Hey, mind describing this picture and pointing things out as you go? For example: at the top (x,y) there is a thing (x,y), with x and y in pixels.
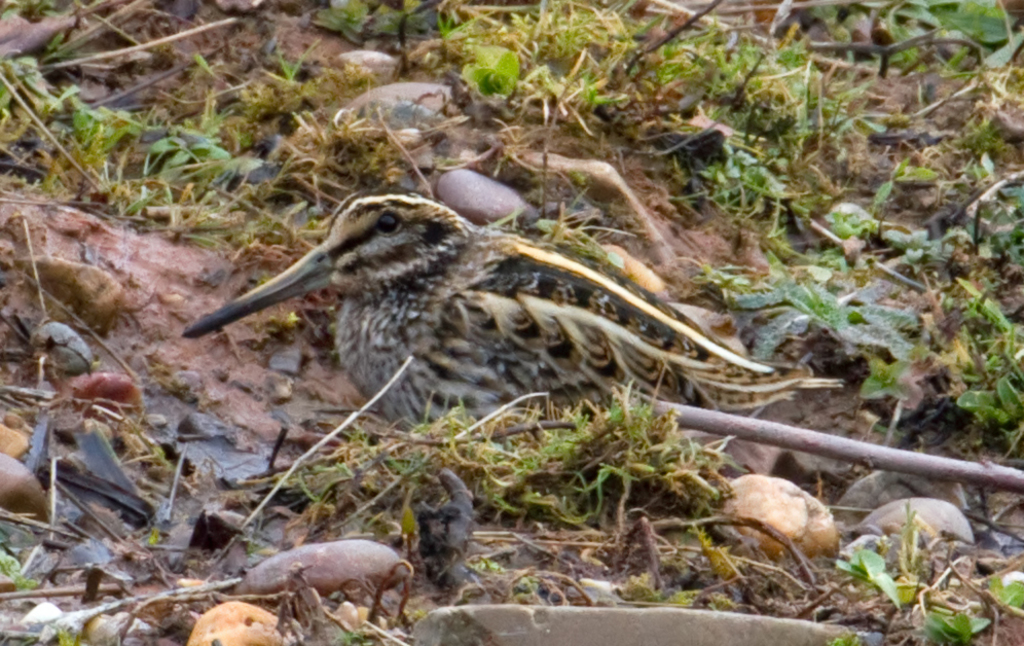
In this picture I can see a bird (716,380) standing, there are stems (778,422), stones (732,479) and grass (582,30).
